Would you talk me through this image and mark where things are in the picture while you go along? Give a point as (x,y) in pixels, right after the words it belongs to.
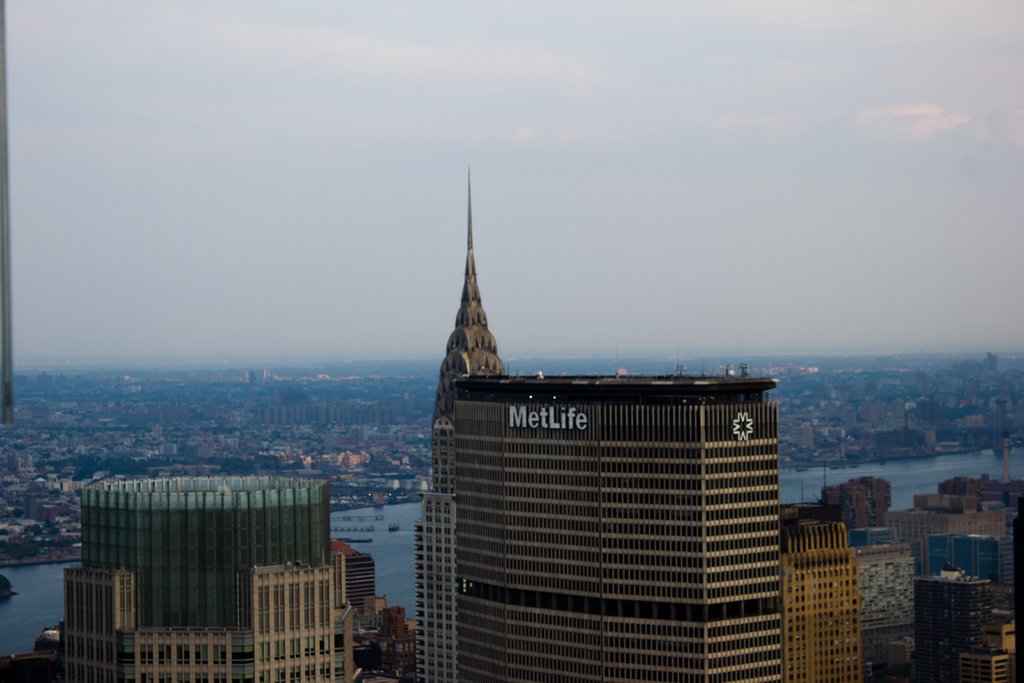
In this image we can see buildings (971,494) with windows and in the background (420,104), we can see the sky (358,172).
